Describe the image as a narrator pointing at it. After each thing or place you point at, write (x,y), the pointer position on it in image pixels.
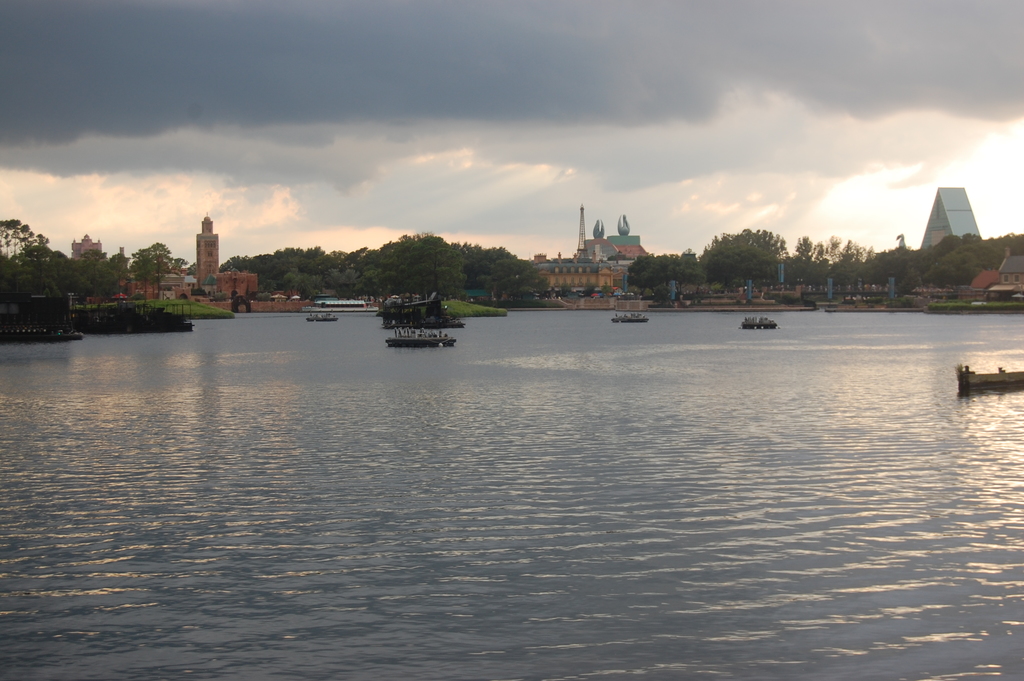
In this image, we can see boats (72,330) on the water (572,543) and in the background (161,251), there are trees (964,256), buildings (995,272), towers (216,270) and poles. At the top (422,162), there are clouds (596,123) in the sky (502,137).
